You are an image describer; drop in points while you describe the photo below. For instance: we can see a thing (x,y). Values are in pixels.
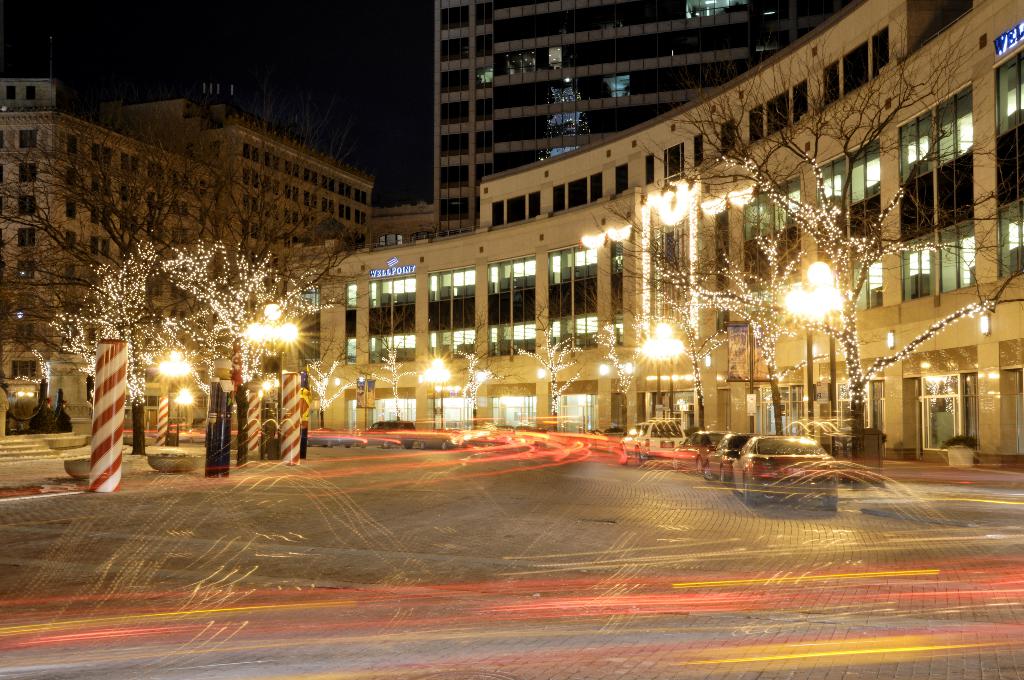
This image is taken during the night time. In this image we can see that there are so many buildings (524,204). In the middle (491,442) there is a road (588,489) on which there are vehicles (695,460). Beside the road (476,438) there are trees (226,355) on either side of the road (456,508). To the trees (771,347) there are lights (777,261). There are poles (96,440) on the footpath (56,476).
